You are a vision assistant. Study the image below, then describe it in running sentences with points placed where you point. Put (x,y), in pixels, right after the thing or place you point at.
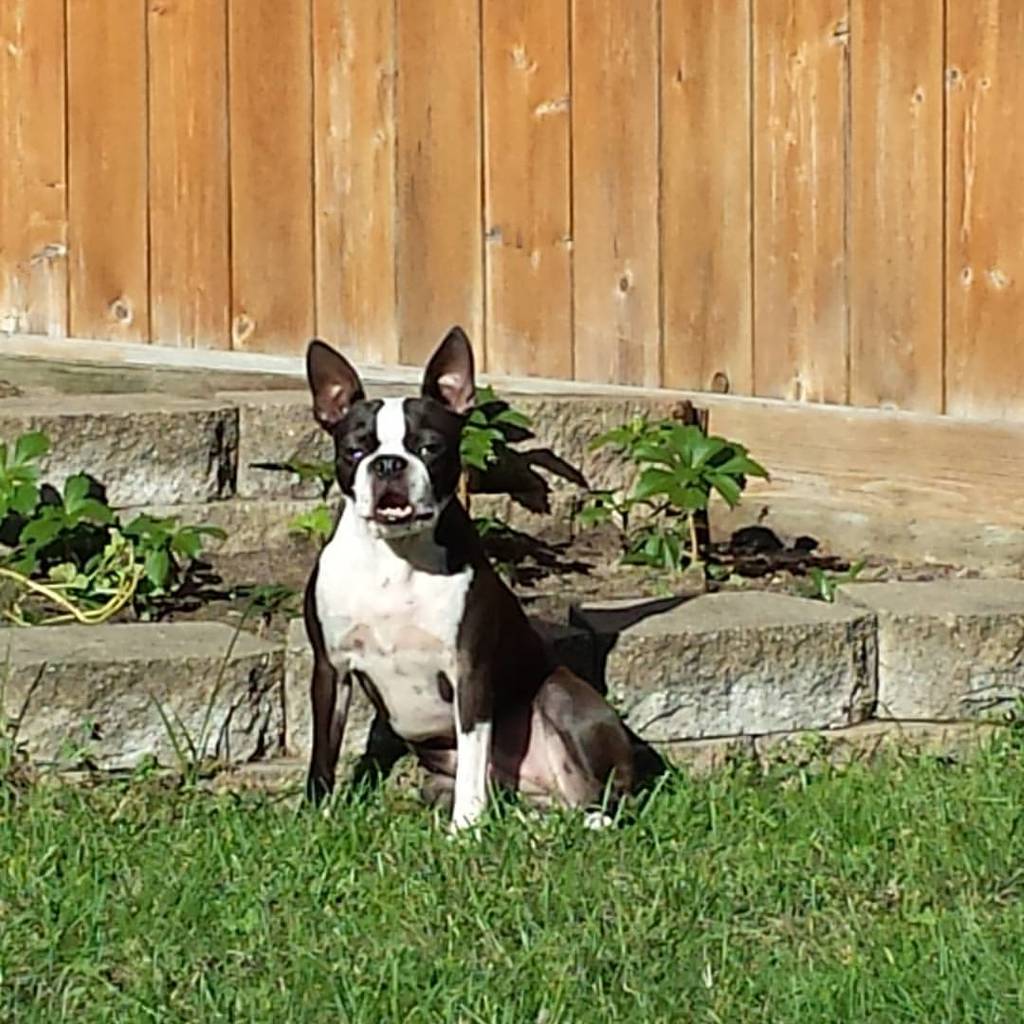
In the picture there is a dog (456,804) sitting on the grass (408,792) and behind the dog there are some stones (516,517) and in the background (405,167) there is a wooden wall (561,251).
